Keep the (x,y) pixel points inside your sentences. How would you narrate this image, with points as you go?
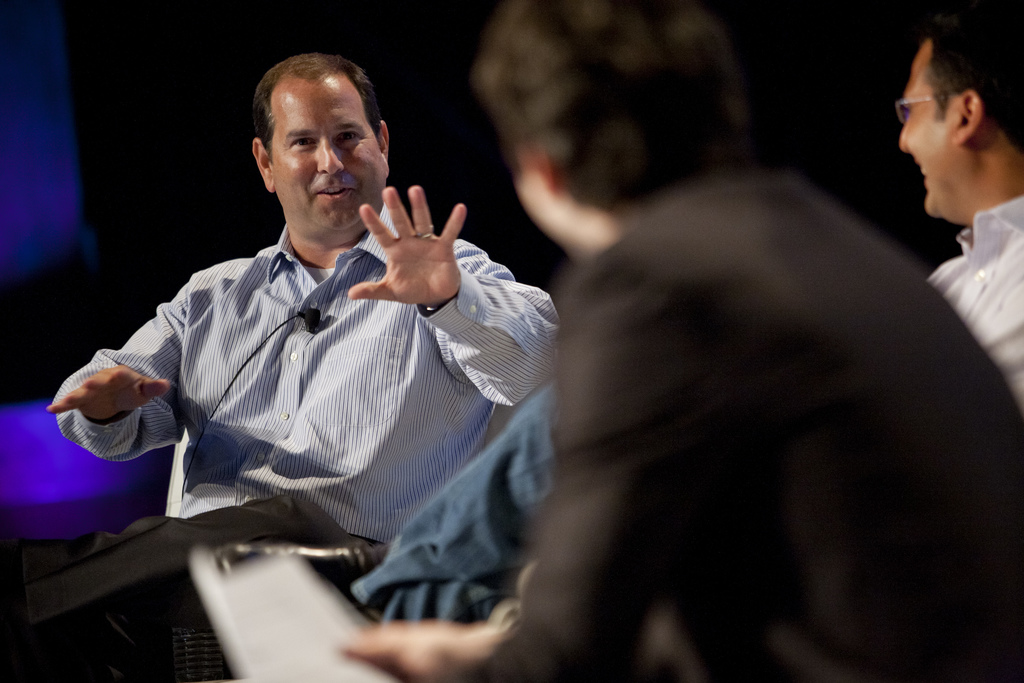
This picture is taken inside the room (259,53). In this image, we can see a group of people (342,416) are sitting on the chair (515,408). On the right side (803,291), we can see a person (842,326) wearing a black color shirt (893,569) and holding a paper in his hand (345,659). In the background (259,53), we can see black color and blue color.
